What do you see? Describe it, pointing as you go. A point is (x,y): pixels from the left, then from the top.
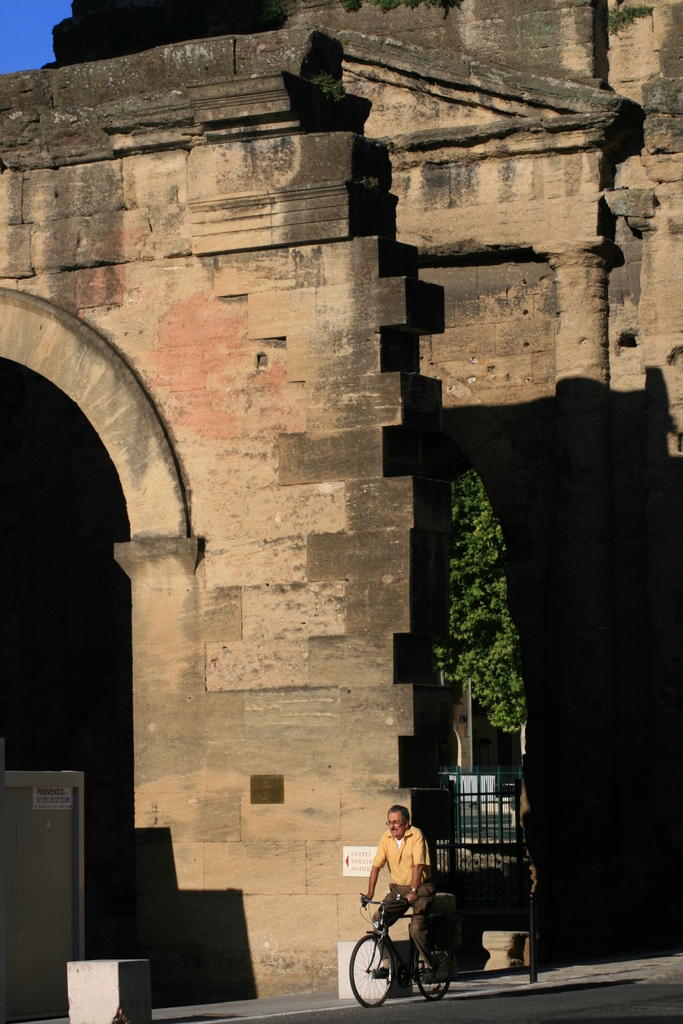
In this image we can see a stone arch (292,456) or building (496,302). There is a man (409,839) riding a bicycle (424,950). In the background of the image (472,691) we can see a tree (475,546) and a gate (510,816).
